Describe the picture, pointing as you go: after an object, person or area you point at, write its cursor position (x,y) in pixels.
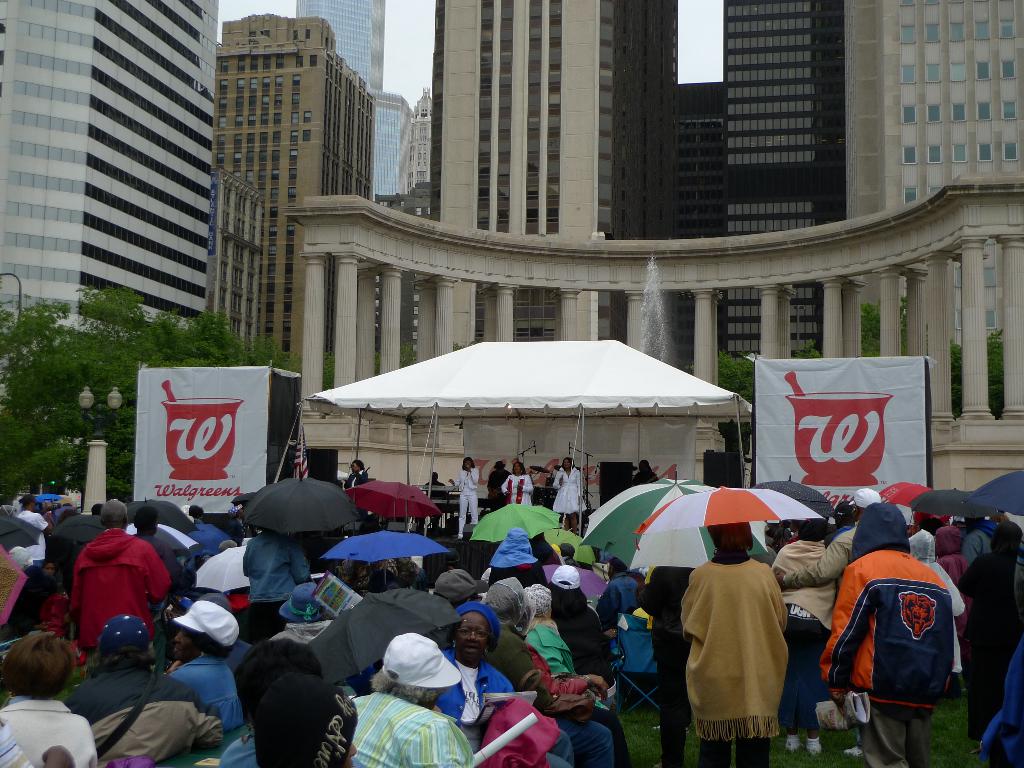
At the bottom of the image (584,640) we can see persons (455,682) and umbrellas (383,494). In the center of the image (513,497) we can see persons (498,487) performing on dais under the tent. In the background (696,450) we can see pillars (915,283), water fountain (651,349), buildings (34,119), trees (1,378) and sky (411,44).
